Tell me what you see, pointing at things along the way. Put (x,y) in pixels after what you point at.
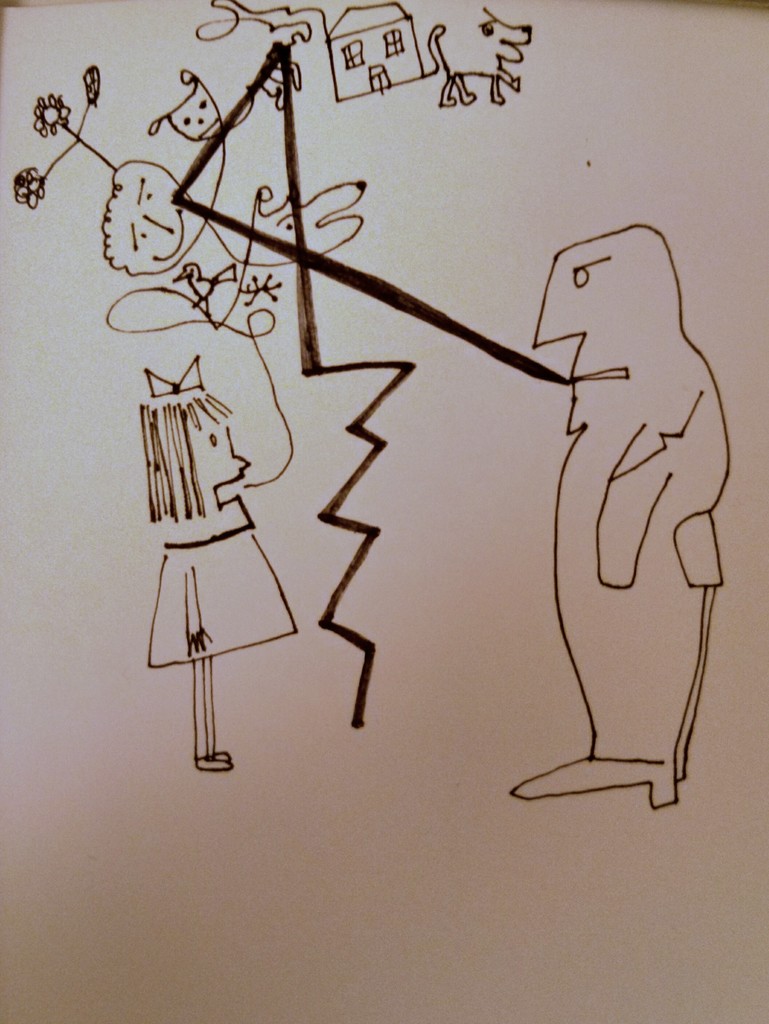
In the picture we can see a paper (310,774) with a drawing (626,653) of some cartoons (561,284).
